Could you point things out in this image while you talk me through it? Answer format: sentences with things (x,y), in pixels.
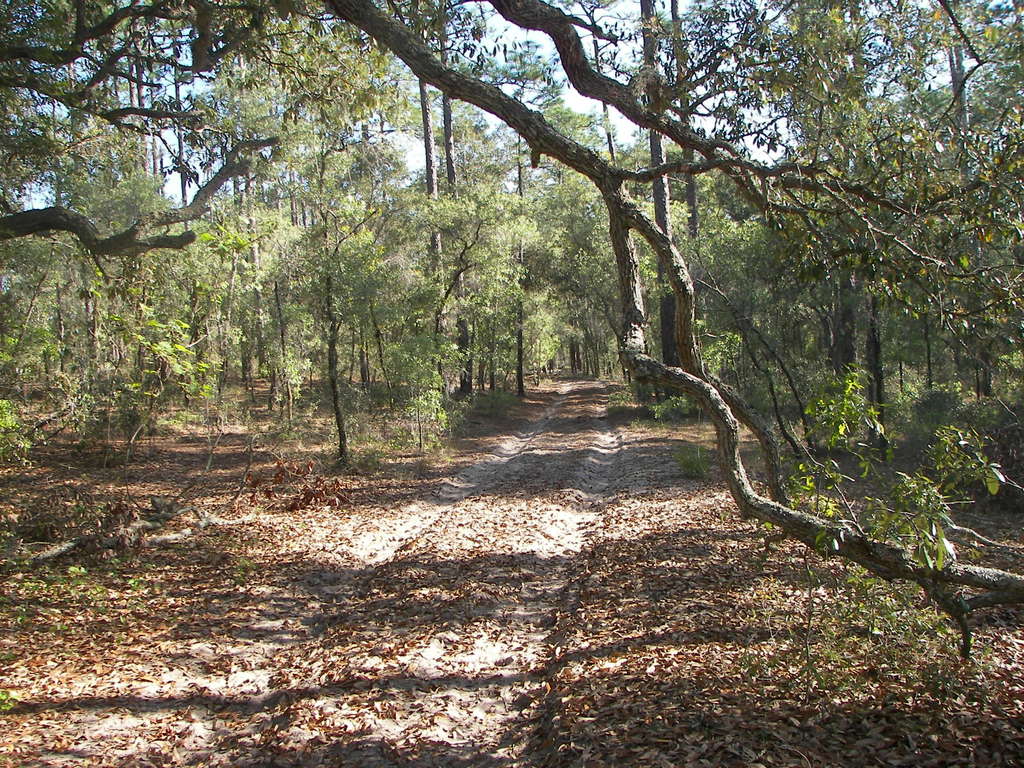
In this picture I can see a path (536,549), in between the trees (461,373) and also we can see some dry leaves (526,565) on the ground (518,614).
